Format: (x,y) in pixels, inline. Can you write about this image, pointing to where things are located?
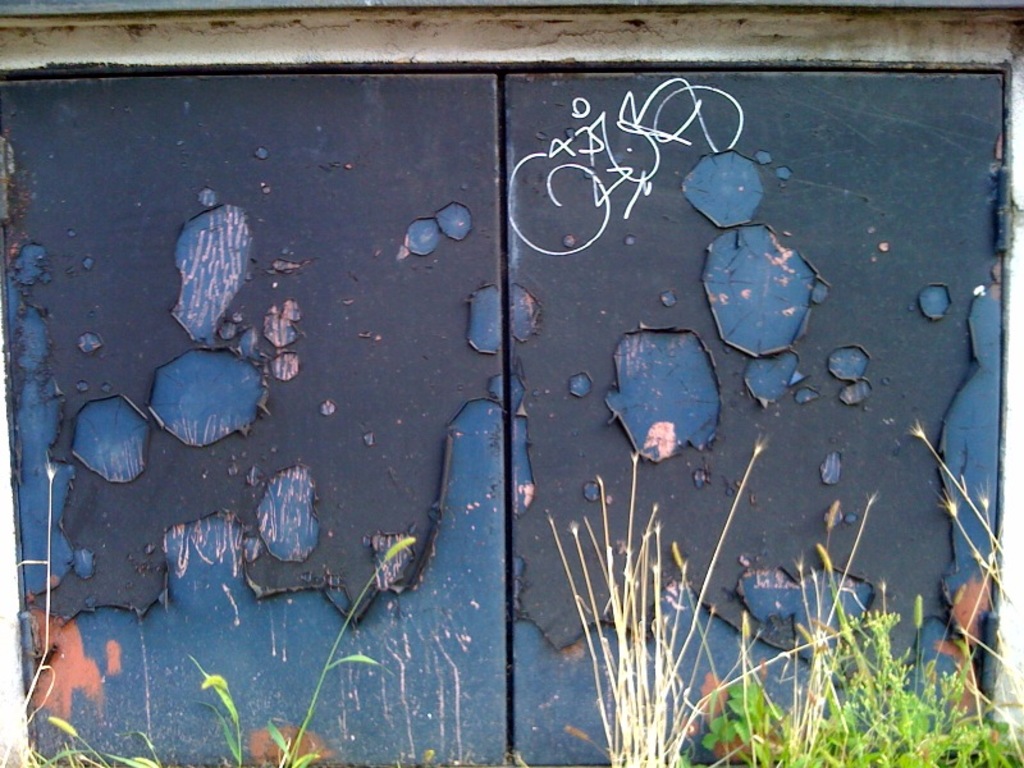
In this picture we can see the door (830,434) in blue color. At the bottom portion of the picture (883,763) we can see green leaves (825,755) and tiny plants (802,746).
